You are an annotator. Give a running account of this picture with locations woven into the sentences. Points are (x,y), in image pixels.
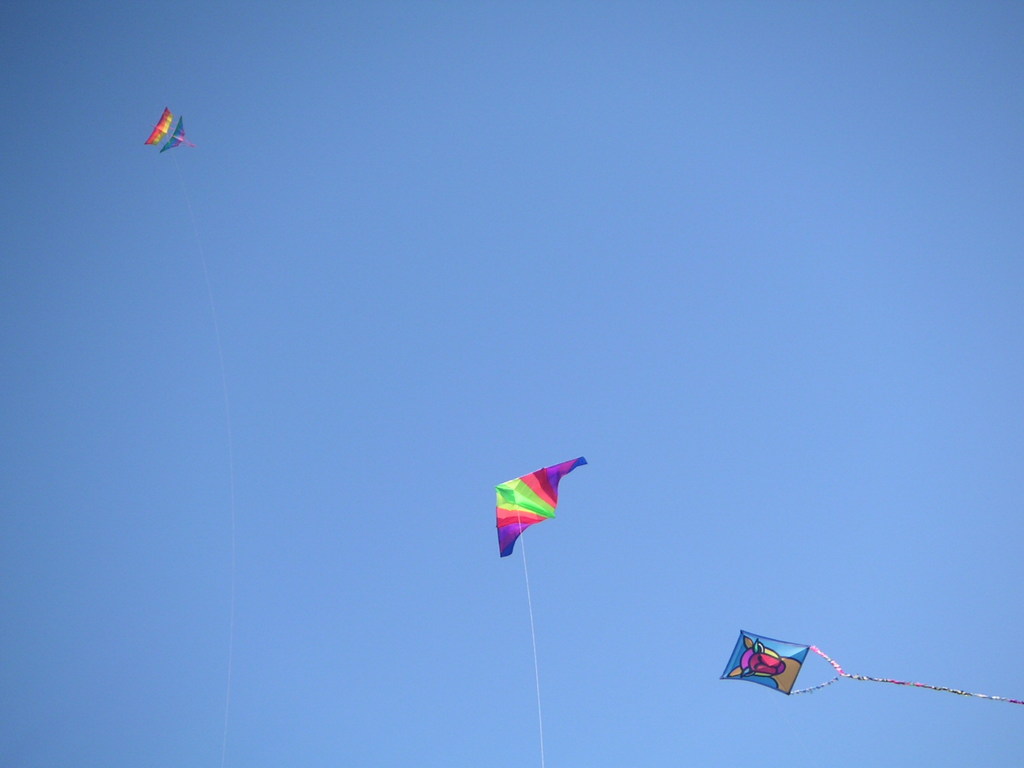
In this image we can see the kites (177,126) with the threads (1008,700). In the background (394,331) we can see the sky (650,233).
